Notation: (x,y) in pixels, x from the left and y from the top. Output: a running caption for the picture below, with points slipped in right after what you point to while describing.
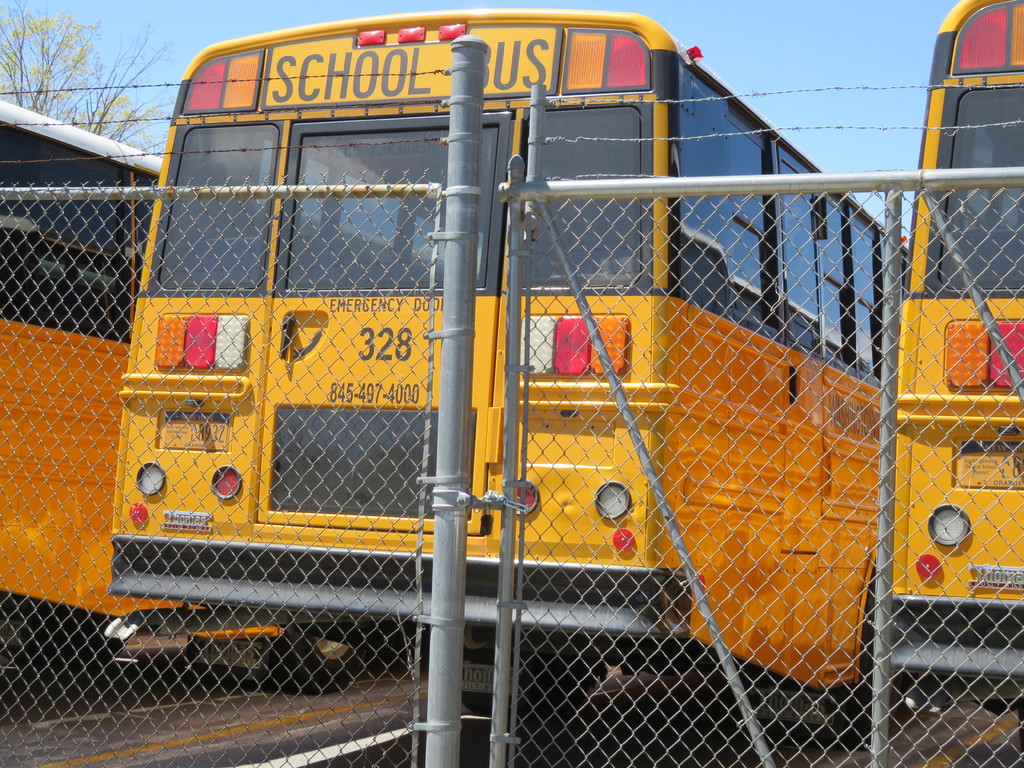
In the image I can see three buses (278,401) which are in yellow color and also I can see a fencing (356,416) behind the buses (478,486).
